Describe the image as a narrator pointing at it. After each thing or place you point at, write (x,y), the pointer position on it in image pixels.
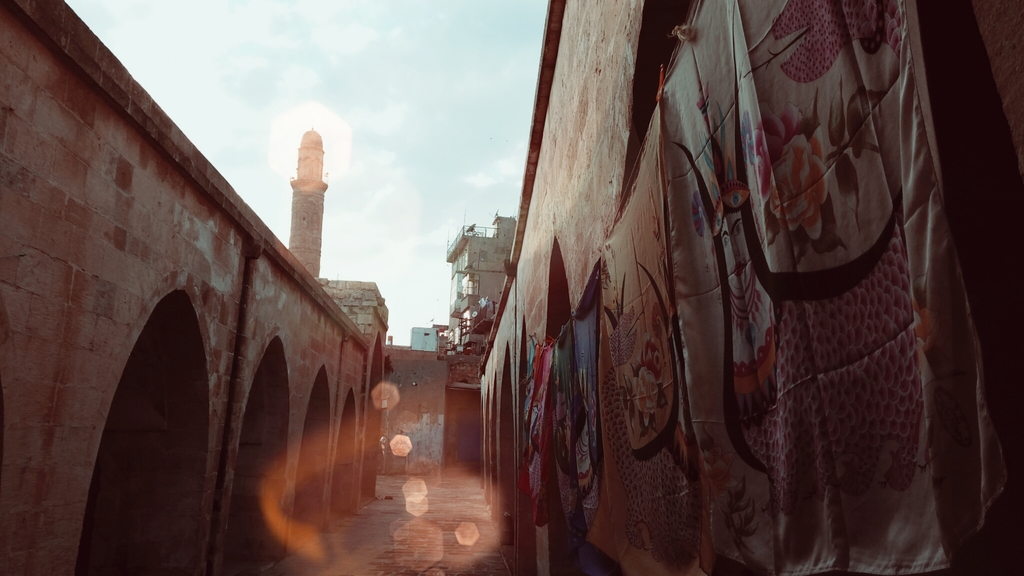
In this image, we can see wall (250,368), scarves (585,369) and walkway (410,532). Background (441,264) there is a building (481,290), tower (306,255) and sky (410,124).
